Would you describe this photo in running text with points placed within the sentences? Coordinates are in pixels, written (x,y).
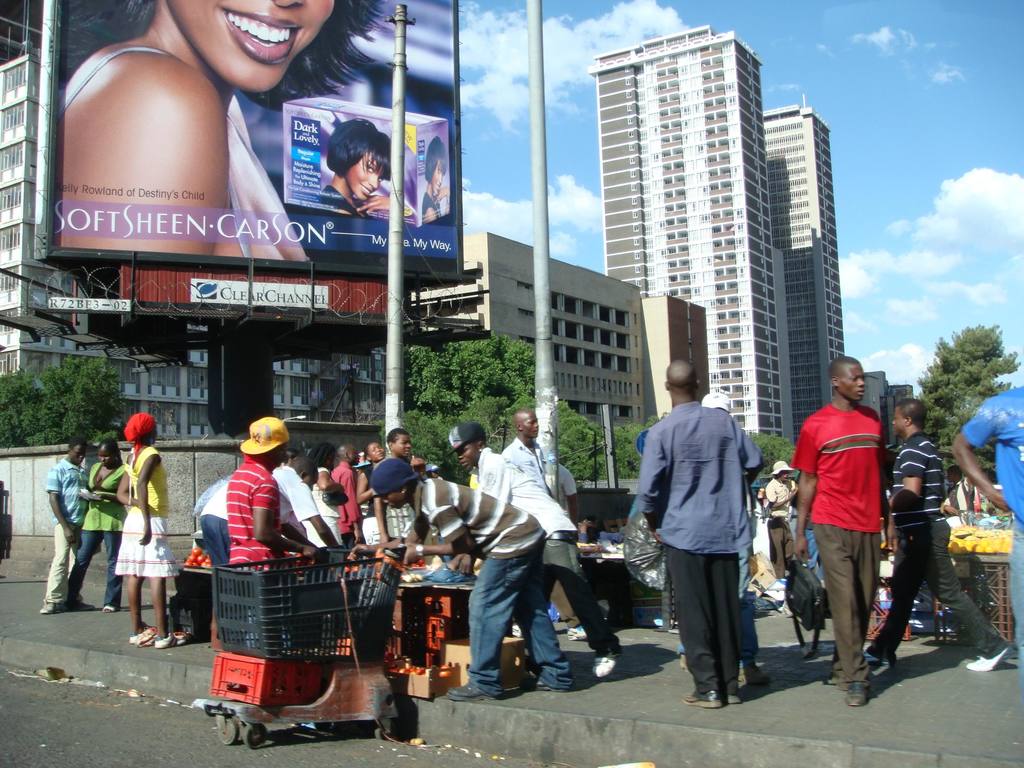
In the center of the image (660,431) there are many persons (54,488) standing on footpath (687,721). In the background of the image (494,397) there are buildings (31,52), advertisement boards (378,139) and trees (482,341).
